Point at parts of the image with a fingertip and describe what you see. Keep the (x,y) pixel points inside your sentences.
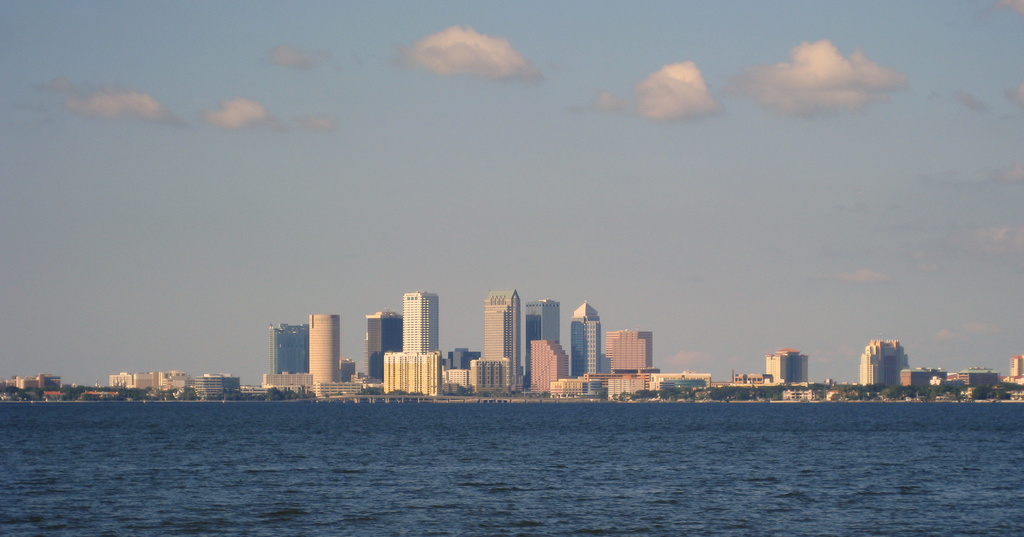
In this image we can see there is a water (679,445). And at the back (415,361) there are buildings (636,379) and trees (862,389). And at the top (384,144) there is a sky (505,140).
